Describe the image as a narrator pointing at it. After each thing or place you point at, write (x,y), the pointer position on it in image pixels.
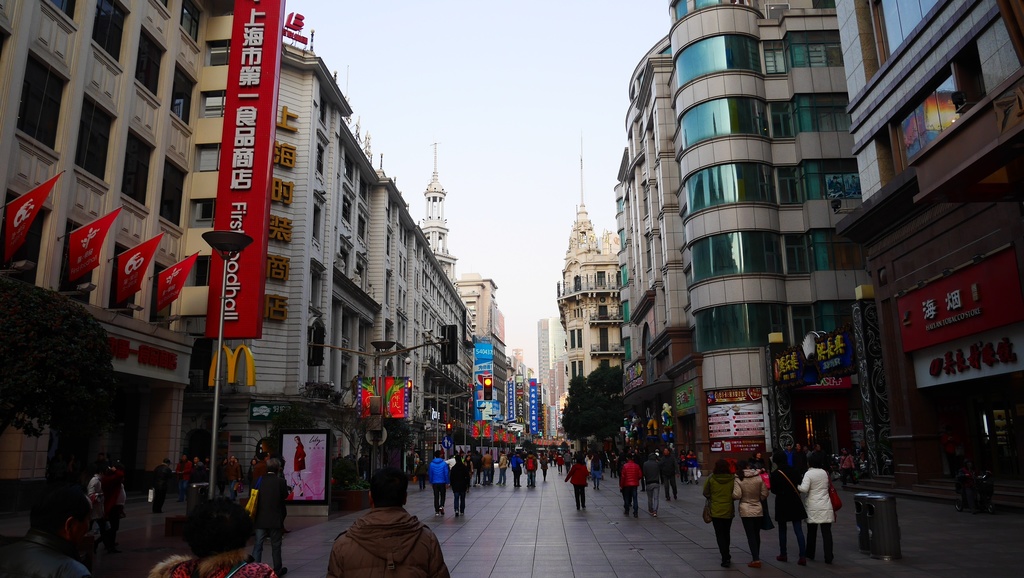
There are people (513,465), posters (732,423), stalls (680,430) and buildings (581,206) on both the sides of the image and there is sky (484,249) in the background area (490,198).
